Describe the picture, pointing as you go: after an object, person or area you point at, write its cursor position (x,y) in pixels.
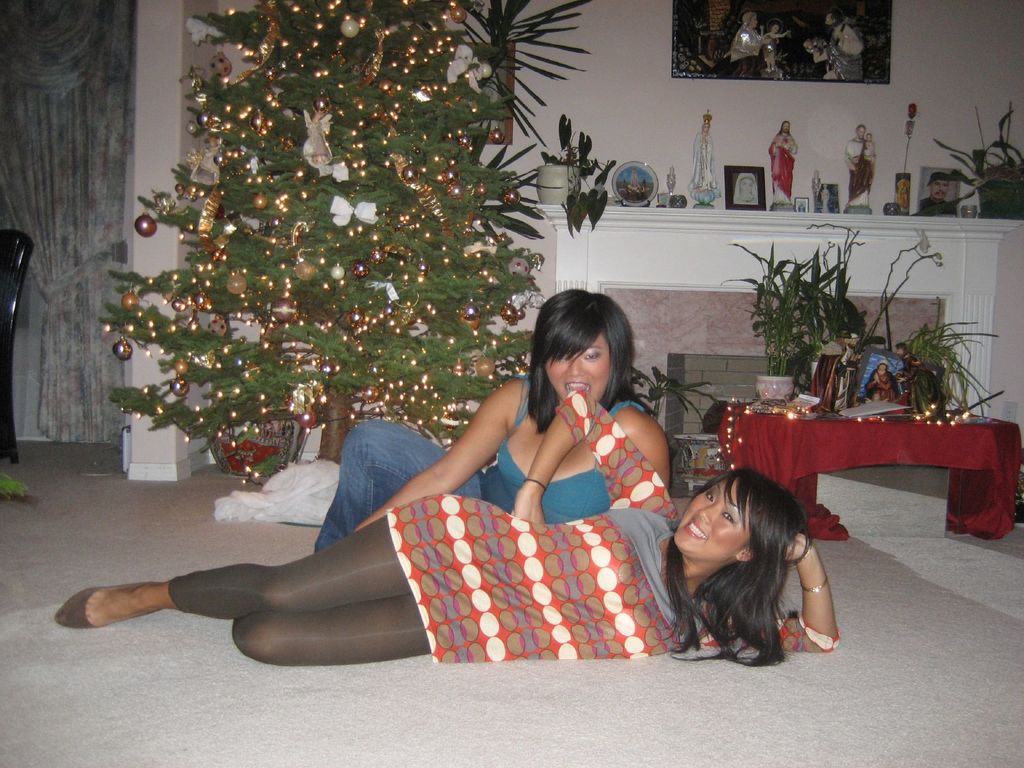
In this image, we can see a woman (657,611) lying on the floor (756,681) and smiling. Behind her we can see another woman (512,494). In the background (374,410), we can see a christmas tree (295,395) with decorative objects (314,398), fireplace (709,381), table (843,403) covered with cloth (816,437), shelf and wall (167,186) with picture frames (720,77). On the shelf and table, we can see house plants (982,186) and show pieces (859,183). On the left side of the image (16,236), there is a chair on the floor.
